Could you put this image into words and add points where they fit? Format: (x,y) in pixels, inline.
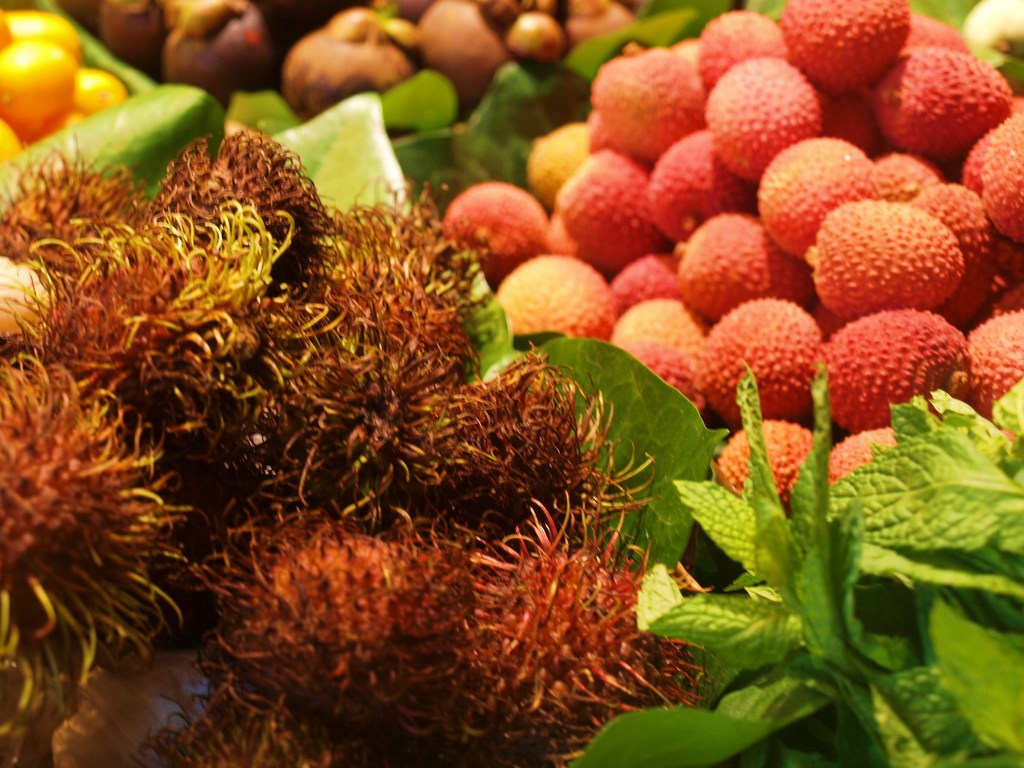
In the picture we can see some fruits (802,276) with leaves (382,184) in the middle of the fruits (873,338).
